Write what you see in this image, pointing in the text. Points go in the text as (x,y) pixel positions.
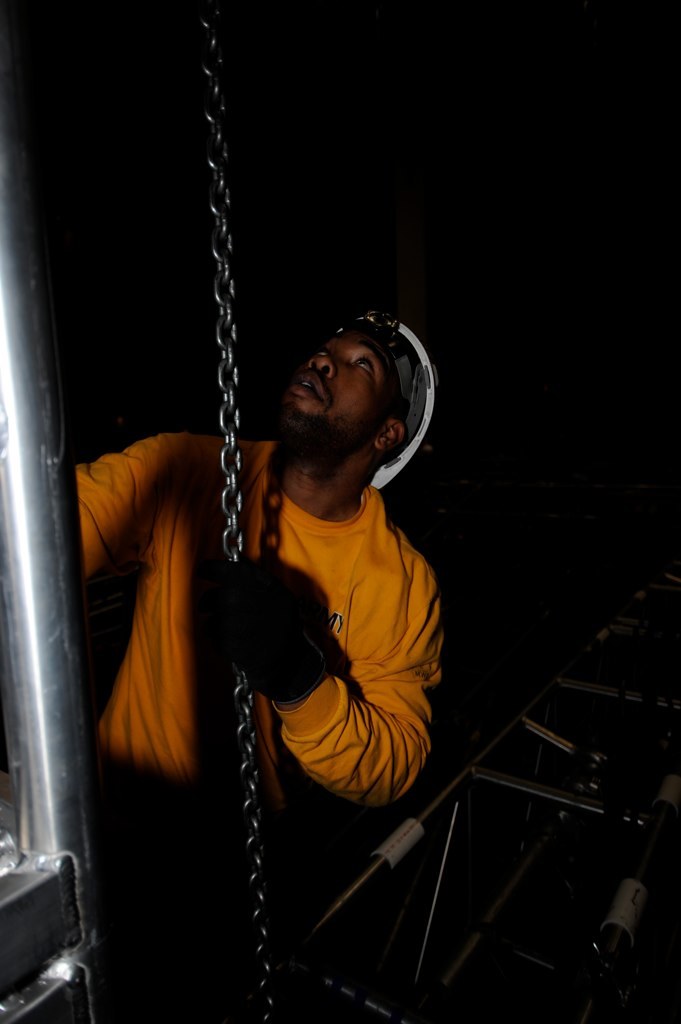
In the image there is a man (295,535) in yellow t-shirt (354,577) holding a chain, in the back (124,32) it's dark.
